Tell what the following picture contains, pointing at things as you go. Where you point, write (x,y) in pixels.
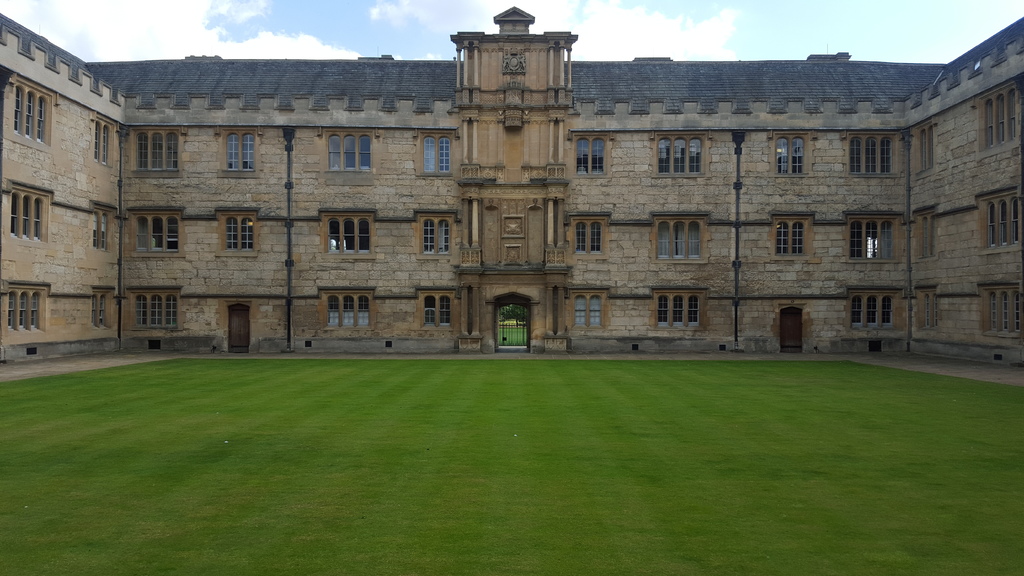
In the center of the picture (391,204) there is a building (578,192). In building (230,191) there are windows (227,227) and pipes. In the foreground (487,411) there is grass (476,437). At the center of the background (512,334) there are trees (505,315) and gate (516,321).
